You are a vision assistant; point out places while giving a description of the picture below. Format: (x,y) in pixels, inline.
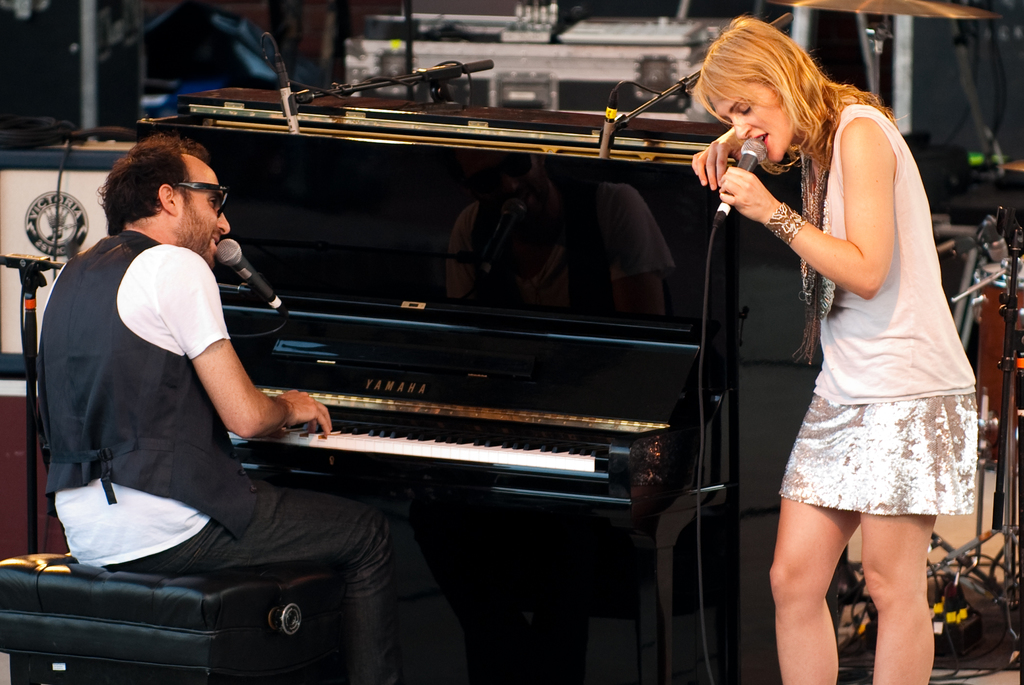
There is a man (138,562) and a woman (793,635) singing on the mike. He has spectacles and he is playing piano (500,465). This is chair (244,602). Here we can see some cables (952,635) and this is floor (995,679).
